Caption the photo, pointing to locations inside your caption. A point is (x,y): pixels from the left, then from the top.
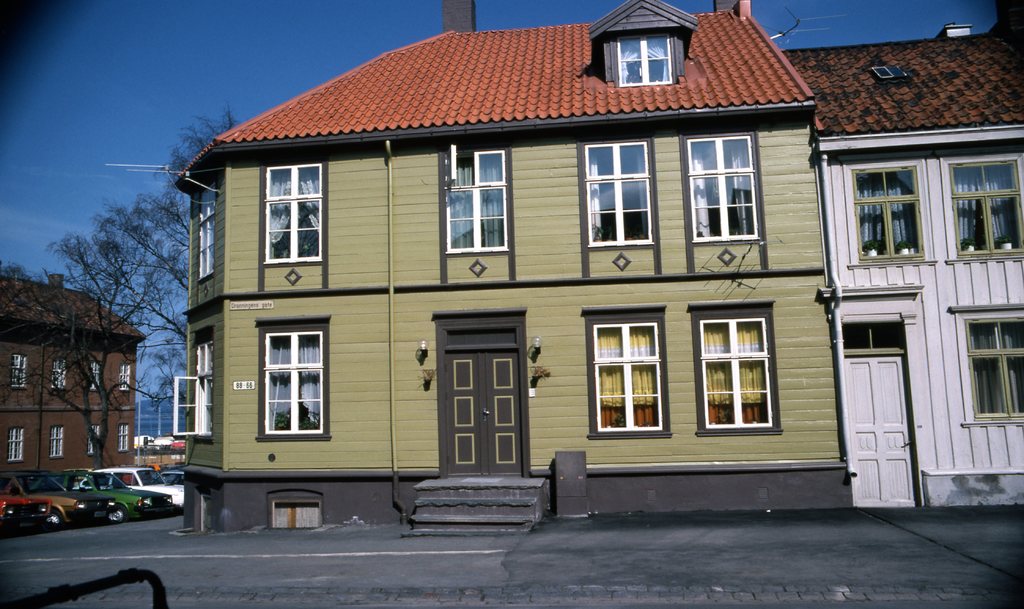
There are buildings (221,255) with windows (722,381), doors (847,382) and lights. In front of the building (313,265) there are steps (478,519). On the left side (57,513) there are vehicles (112,491), trees (137,278). In the background (191,49) there is sky (917,3).
